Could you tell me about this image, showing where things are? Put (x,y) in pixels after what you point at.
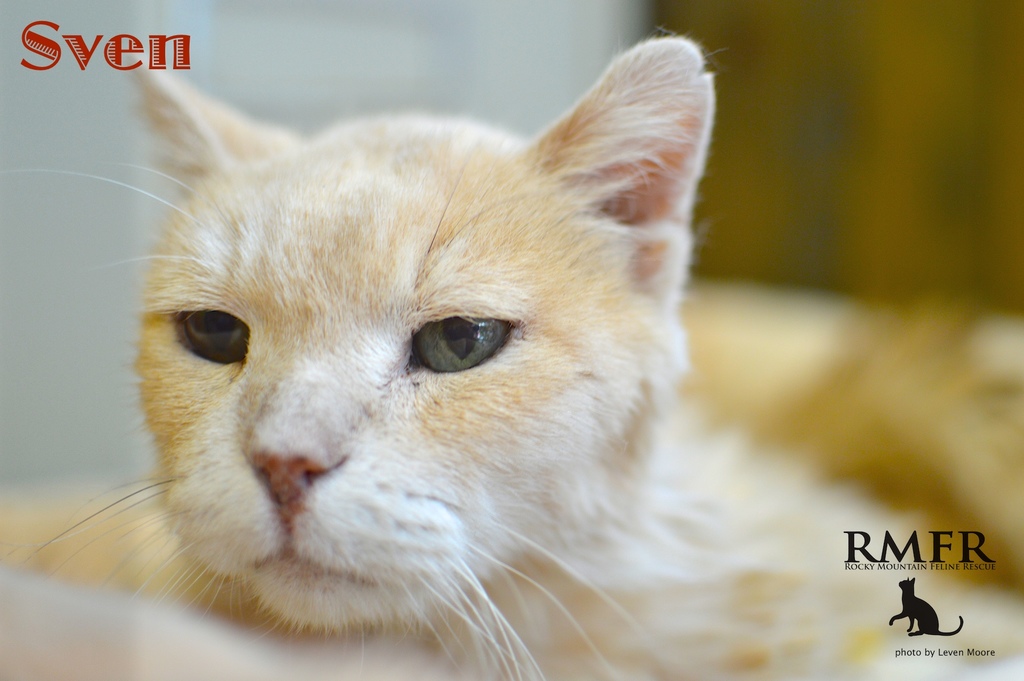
In this image I can see a cream colour cat (538,505). On the top left corner (191,46) and bottom right corner of this image (908,560) I can see few watermarks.
